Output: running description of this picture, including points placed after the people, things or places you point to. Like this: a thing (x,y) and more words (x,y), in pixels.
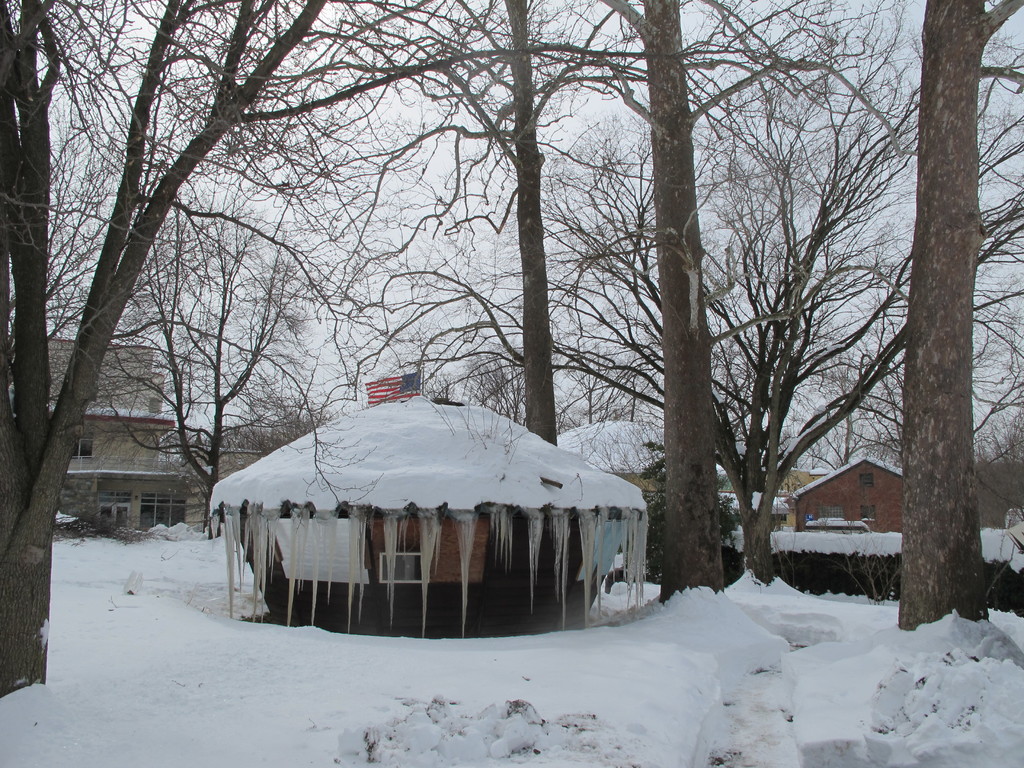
In this picture i can see houses (414,545) and buildings (365,521). In the background (527,390) i can see snow (690,595), flag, trees (545,301) and sky (494,239).
